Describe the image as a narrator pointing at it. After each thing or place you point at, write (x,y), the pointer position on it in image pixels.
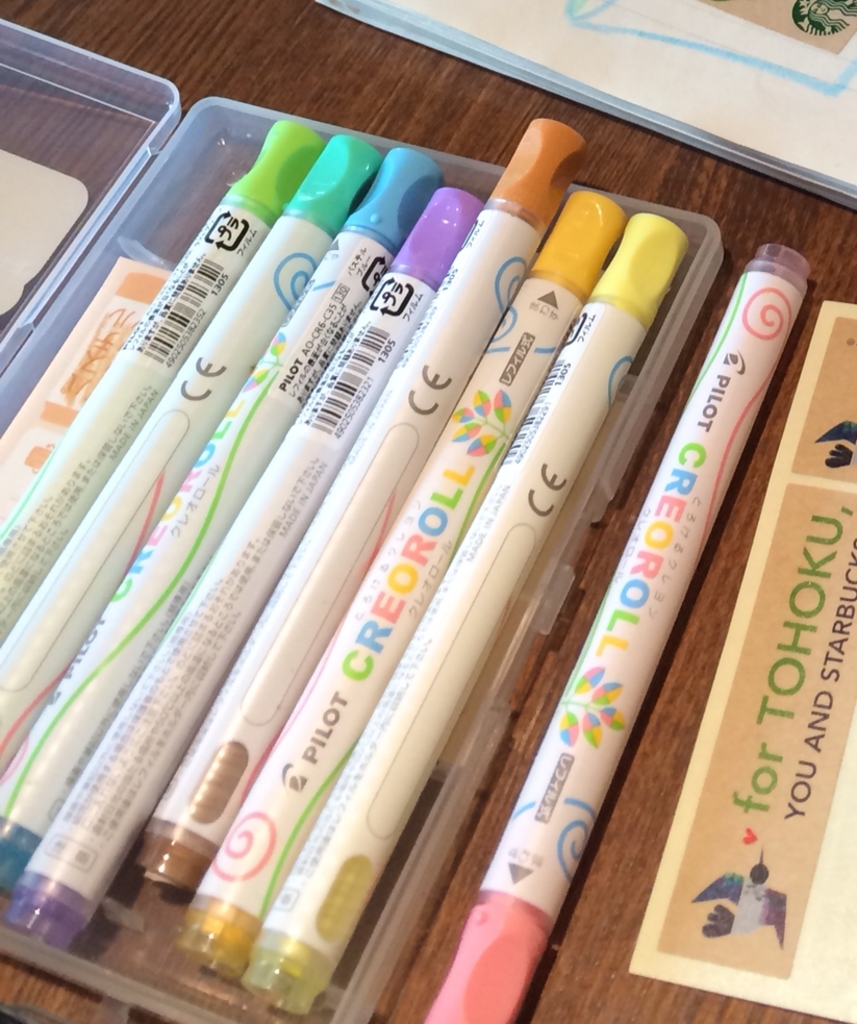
In this picture there is a table (689,154), on the table (449,130) there are sketch pens (447,459), book (728,65) and a paper (788,678). The sketch pens (336,386) are in a box (112,222).
